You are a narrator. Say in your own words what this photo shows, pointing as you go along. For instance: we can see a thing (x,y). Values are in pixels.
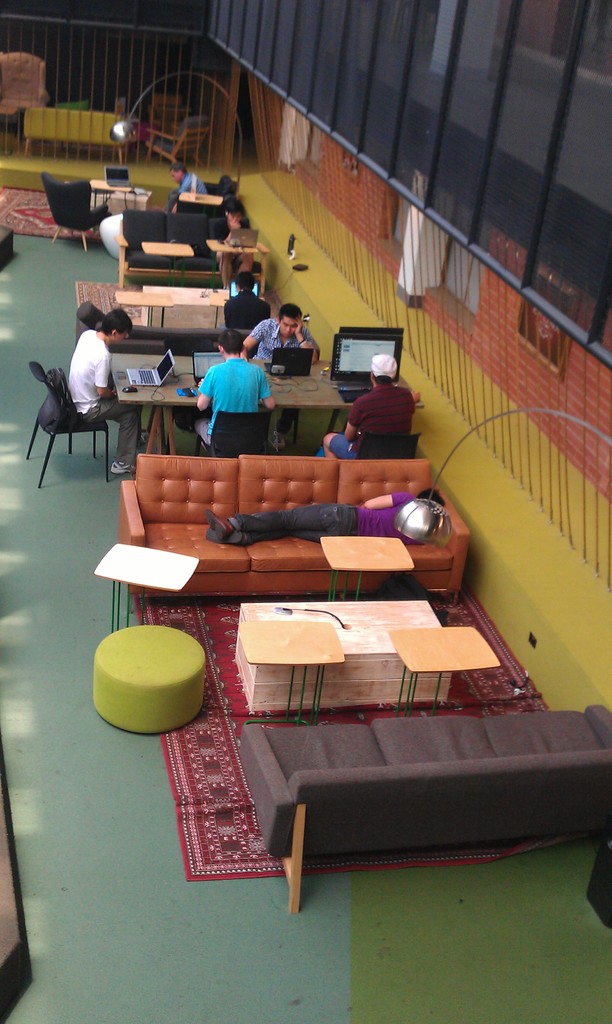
In this picture we can see the top view of the hall (144,425). In the front (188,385) there is a table (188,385) and some people (198,409) sitting and working on the laptop (164,377). Behind there is a table (170,248) and chairs (165,265). In the front (245,494) we can see the couch (137,539) and a person (296,522) sleeping on it. In the front (289,687) there is a table (415,646) and couch (370,781). Above we can see the black glass frame (411,156).
